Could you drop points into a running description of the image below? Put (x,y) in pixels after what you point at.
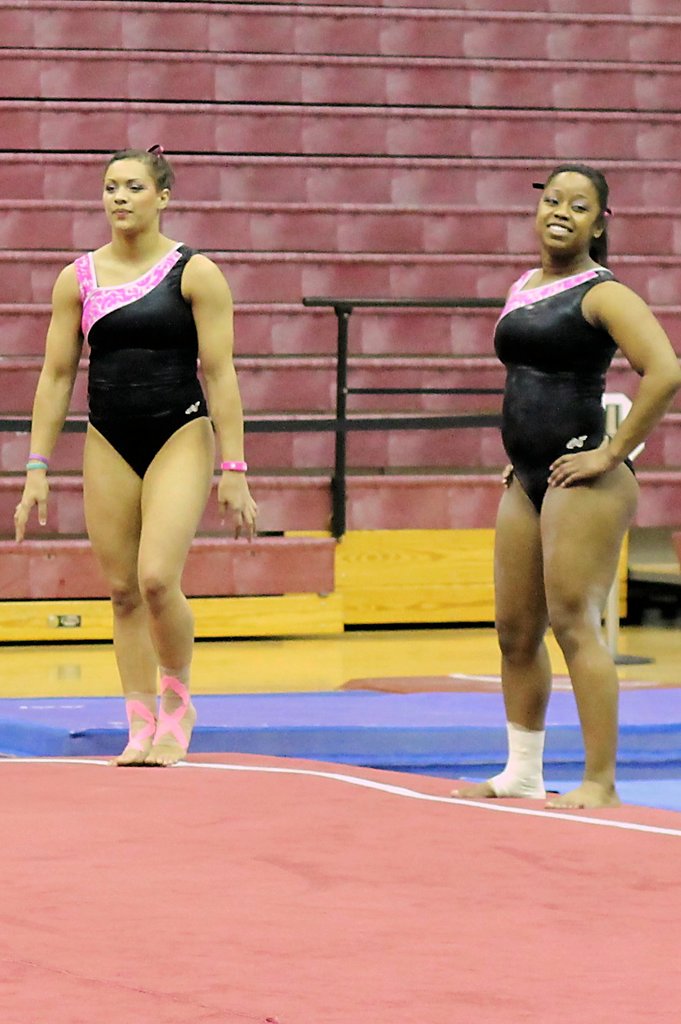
In this picture there are two (161,398) wearing black color top (170,361) is doing a gymnastic. Behind there is a red color frame (338,119).
